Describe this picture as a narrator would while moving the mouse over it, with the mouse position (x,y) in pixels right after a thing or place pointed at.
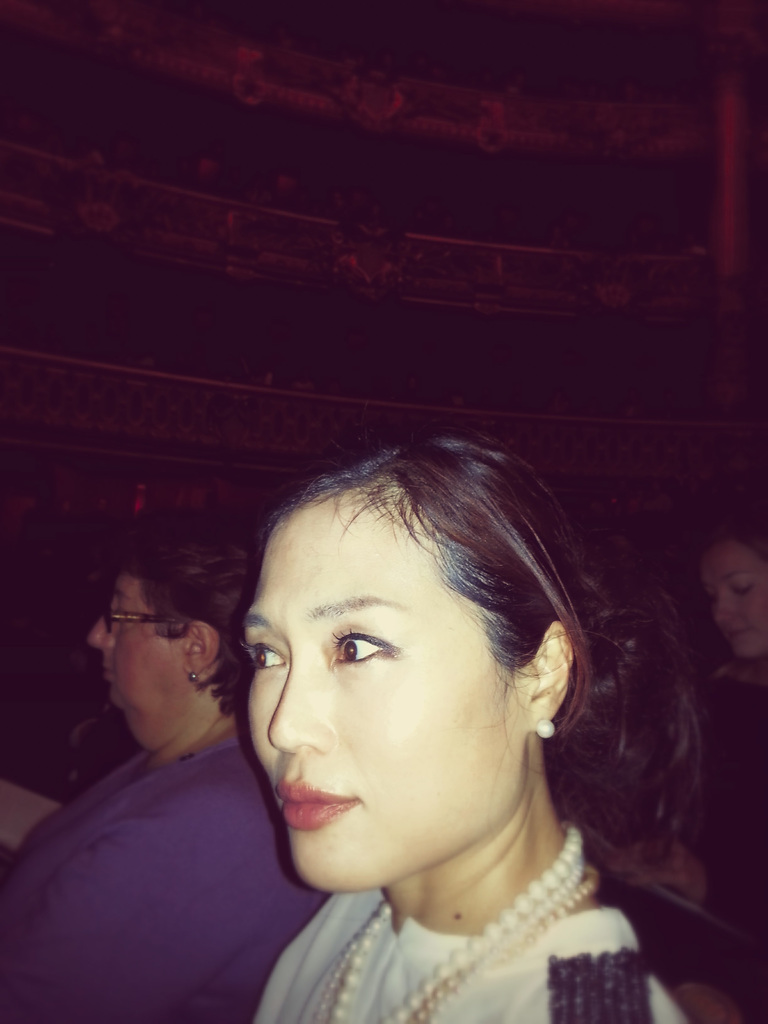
In this image in front (136,997) there are two people (384,807) sitting on the chairs (711,1009). Behind them there are a few other people (745,670). In the background of the image (582,381) there is a wall (401,240).
